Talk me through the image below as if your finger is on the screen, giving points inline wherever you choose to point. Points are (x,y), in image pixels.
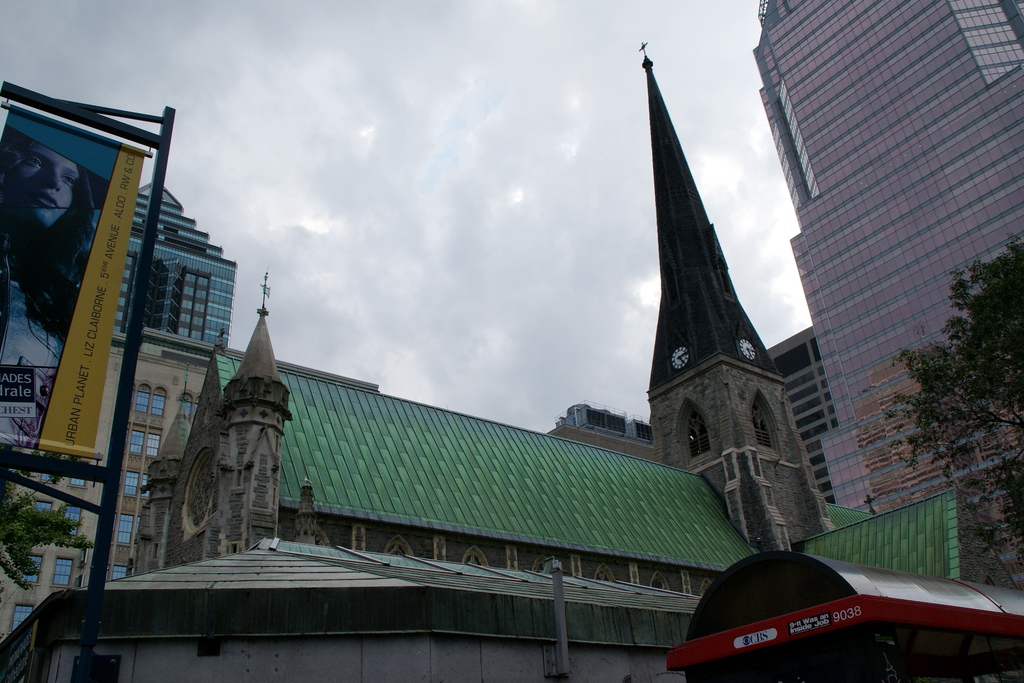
In this picture we can see a banner (6,245), trees (950,413), buildings (608,431) with windows (832,443) and in the background (387,176) we can see the sky (391,50) with clouds (623,183).
